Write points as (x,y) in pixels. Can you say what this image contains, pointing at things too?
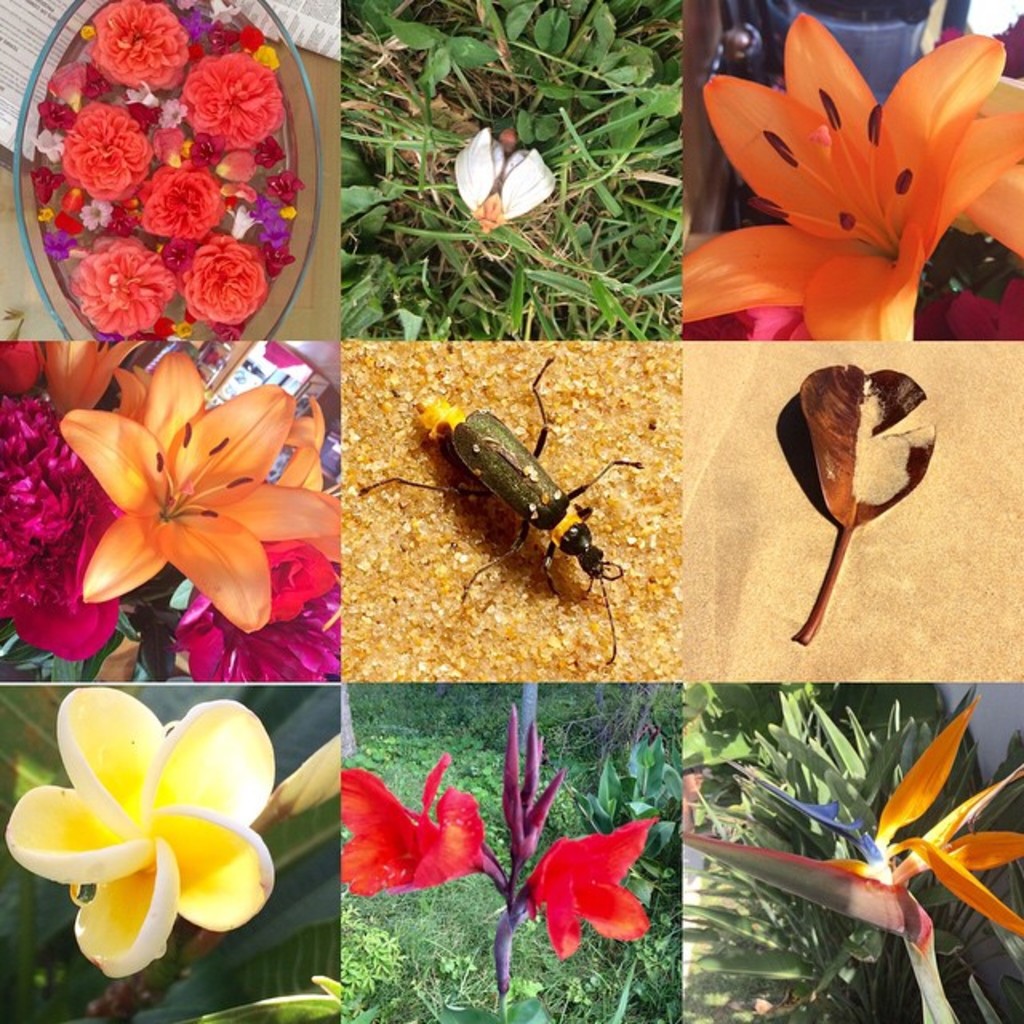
In this image I can see the collage image of the flowers (268,257), plants (390,334) and insects (481,479). I can see these flowers (224,742) are in cream, yellow, red, orange, pink, white and purple color. I can also see the grass (497,337) and the dried leaf (894,420) in this image. I can see some flowers (102,143) in the bowl (134,111).
